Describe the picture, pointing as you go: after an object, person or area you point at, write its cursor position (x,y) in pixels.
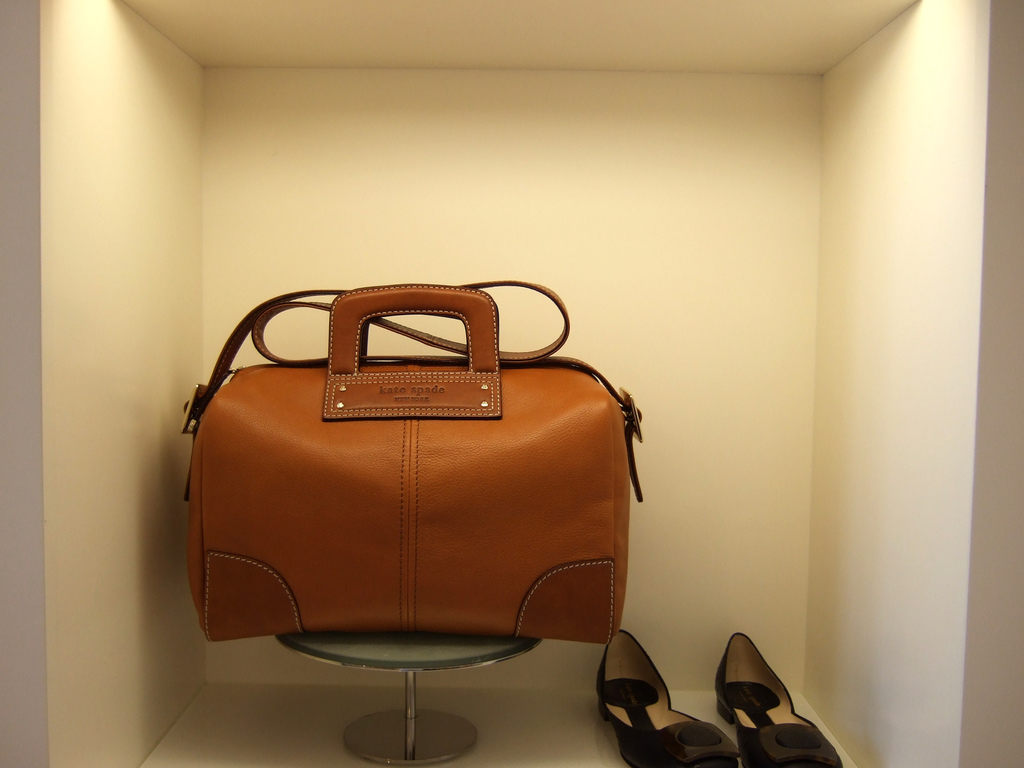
There is a leather bag (393,509) placed on a stand (407,678) and women shoe (731,702) in a wall mounted shelf (581,661) and light rays (109,8) are falling on it.
